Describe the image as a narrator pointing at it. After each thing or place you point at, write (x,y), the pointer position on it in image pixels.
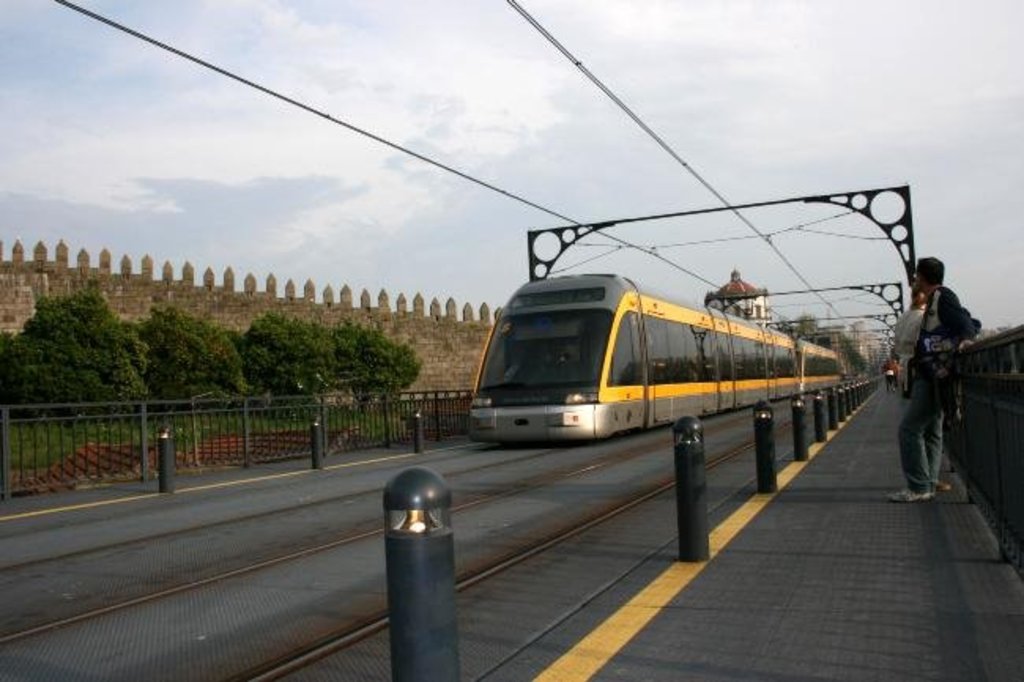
In this image we can see an electric train (627,355) on the track (508,508). Right side of the image (1002,644), platform (848,680) is there and persons (908,351) are standing on the platform (852,511). Left side of the image (138,387) black color fencing (216,411), trees (248,369) and boundary wall (338,317) is there. At the top of the image (664,57) sky (678,57) is covered with clouds (577,121).
